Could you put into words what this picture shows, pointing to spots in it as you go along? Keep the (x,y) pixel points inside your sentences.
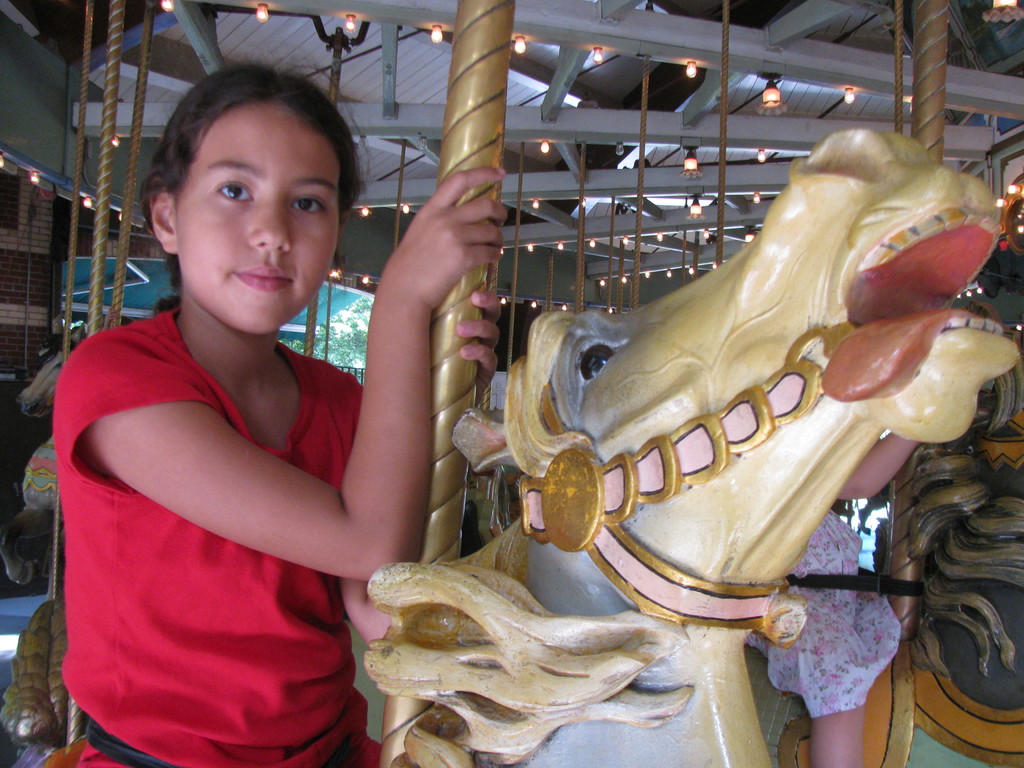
In this image I see girl (329,151) who is sitting on the toy horse (849,151) and In the background (172,13) I see the lights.
